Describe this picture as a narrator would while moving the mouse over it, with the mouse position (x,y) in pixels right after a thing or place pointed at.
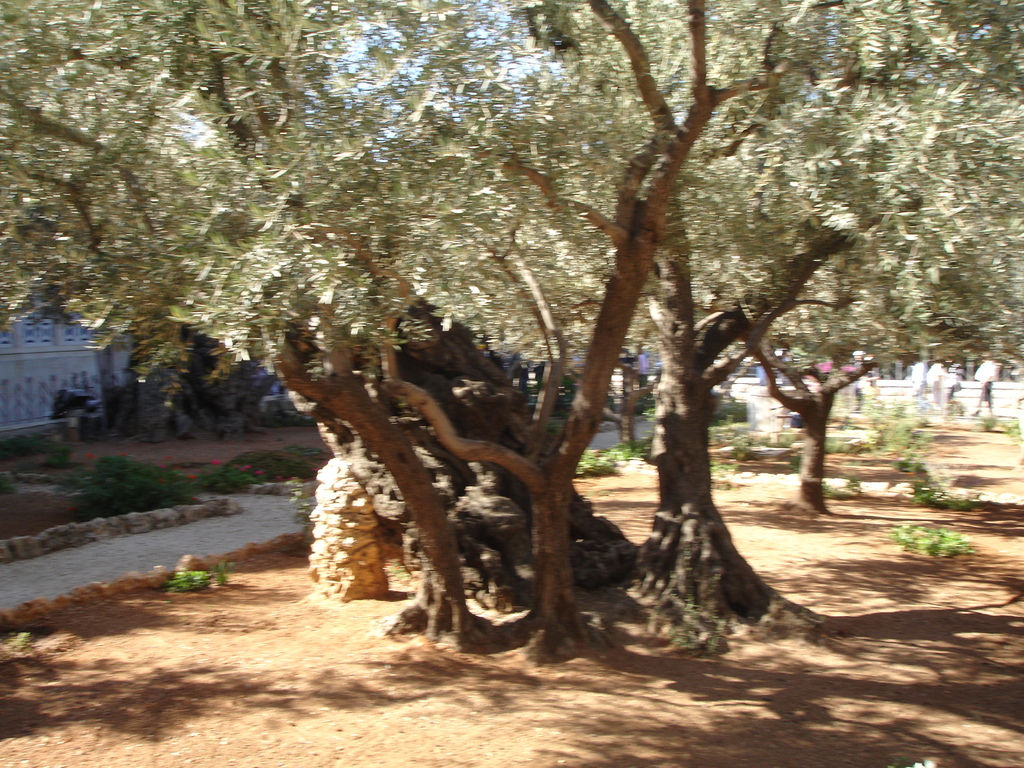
At the bottom of the image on the ground (849,583) there are small plants (915,459). And also there are big trees (388,442). On the left side of the image (279,504) there is a path (159,537). Behind the path (77,584) there are small plants (130,471) and also there is a fencing wall (121,348). In the background (983,386) there are a few people (952,386) standing.
